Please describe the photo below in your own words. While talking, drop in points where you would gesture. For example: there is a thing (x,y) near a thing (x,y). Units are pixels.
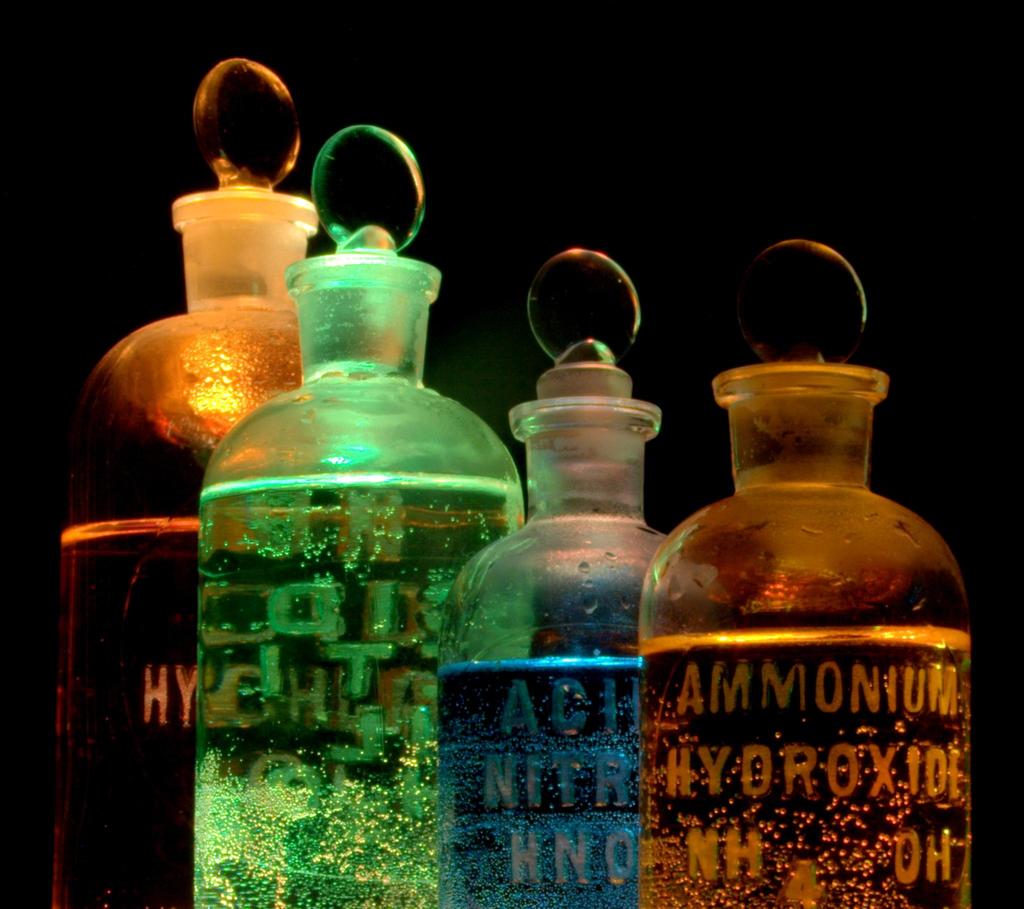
Four bottles (569,685) are there some liquids (303,714) present in them one is in blue colour another one is in green colour. Four are sealed with caps (543,301).
